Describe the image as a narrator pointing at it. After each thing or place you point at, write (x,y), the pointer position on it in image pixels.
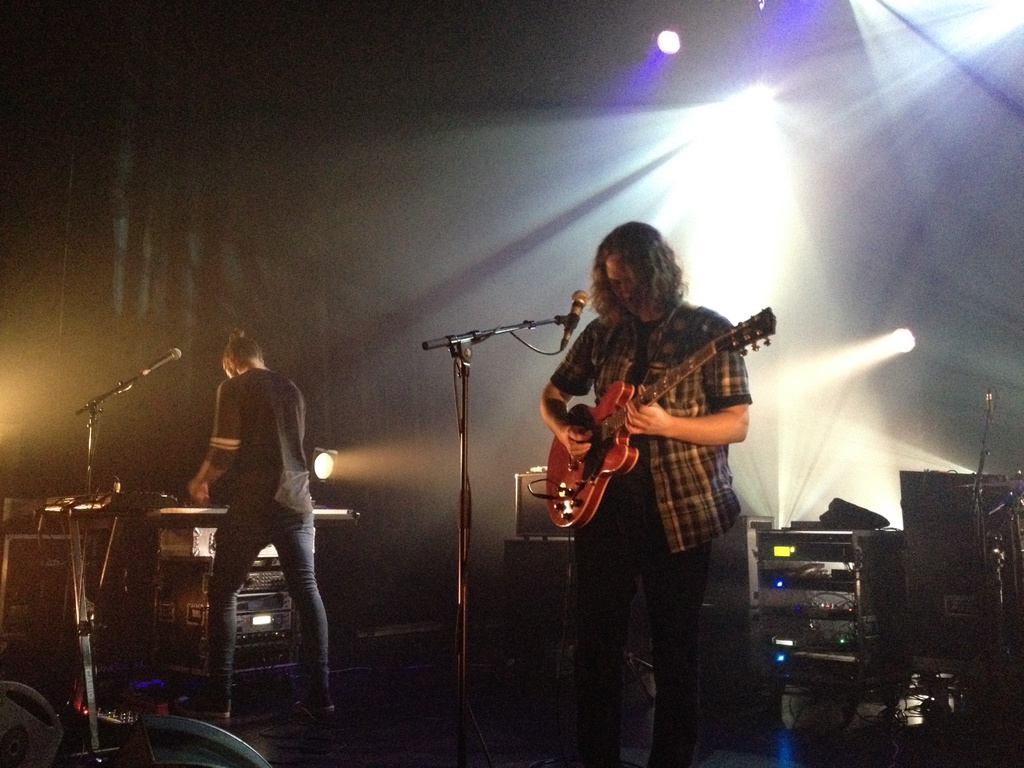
In this picture a person (686,563) standing and playing the guitar (609,407) holding the guitar (686,366) with his right hand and there is a person (245,496) standing in the backdrop (279,431) playing the piano (184,506) there is a microphone (579,304) in front of them and there are disco lights (672,36) attached to the ceiling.
